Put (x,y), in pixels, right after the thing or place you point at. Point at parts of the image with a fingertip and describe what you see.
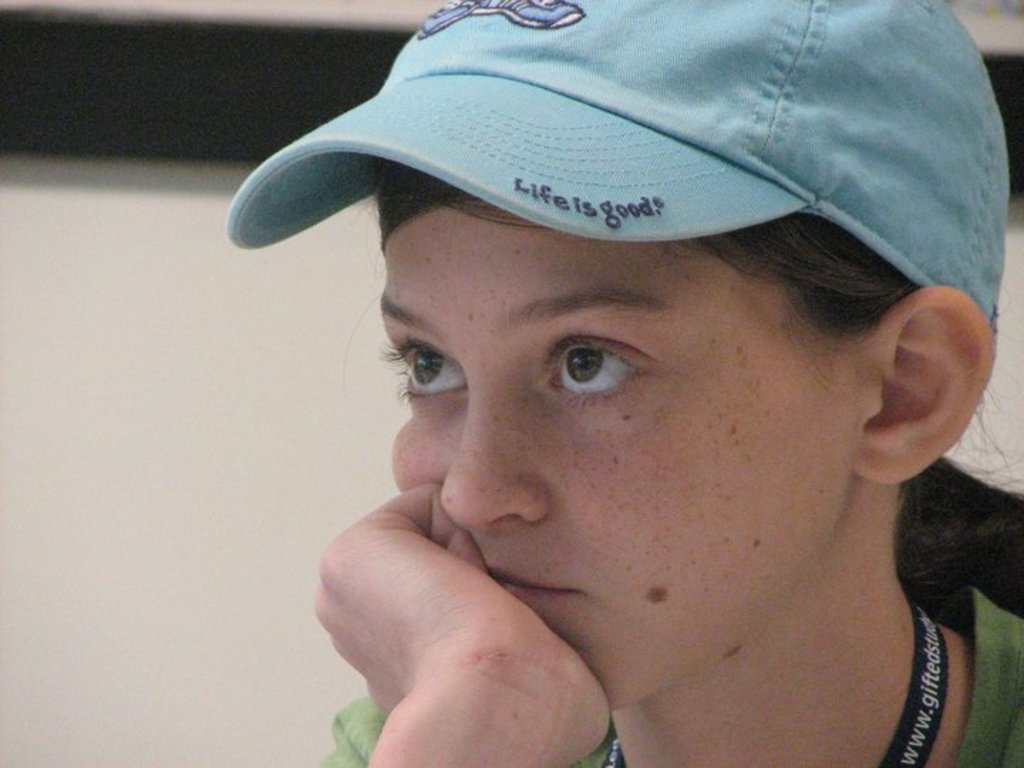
In this image in the front (564,376) there is a person (594,541) wearing a cap (621,108) which is blue in colour with some text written on it.
